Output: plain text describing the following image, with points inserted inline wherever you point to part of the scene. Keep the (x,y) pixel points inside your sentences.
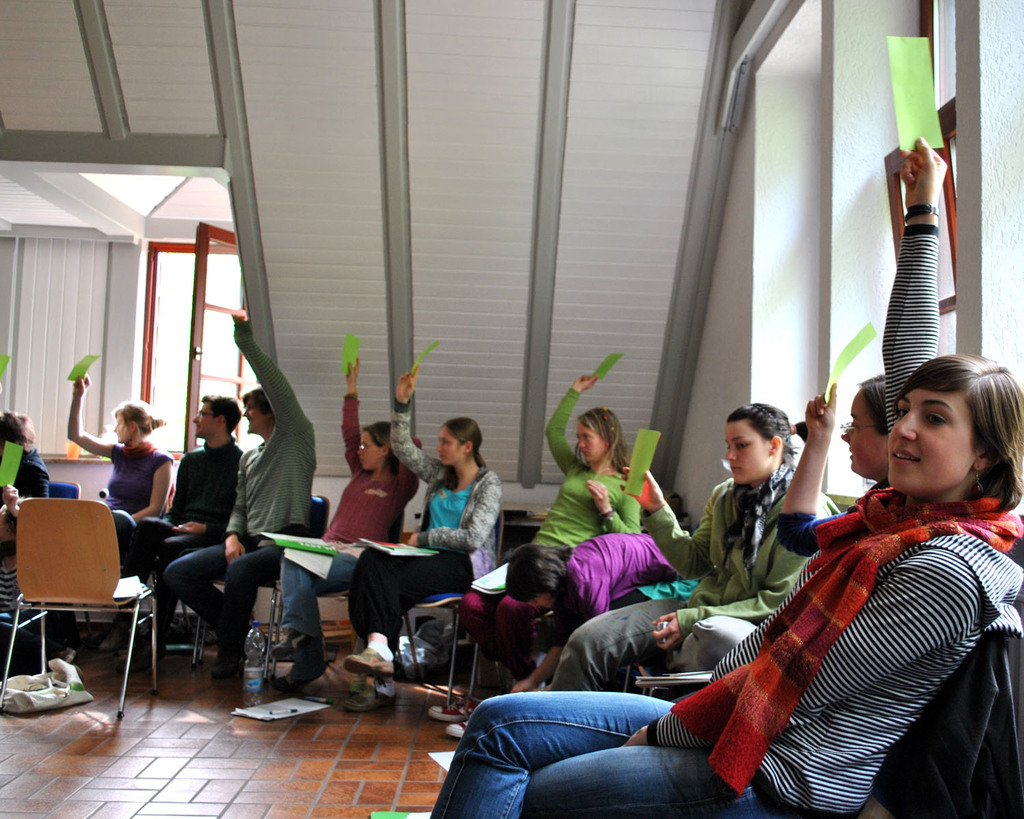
This is a picture taken in a room (488,332), there are a group of people (473,497) who are sitting on a chair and group of people (794,509) holding a paper (902,109). In front of the people (456,508) there is a chair (106,531) and water bottle (252,660) and background of this people (587,507) there is wall (448,243) which is in white color and a window (195,307).
